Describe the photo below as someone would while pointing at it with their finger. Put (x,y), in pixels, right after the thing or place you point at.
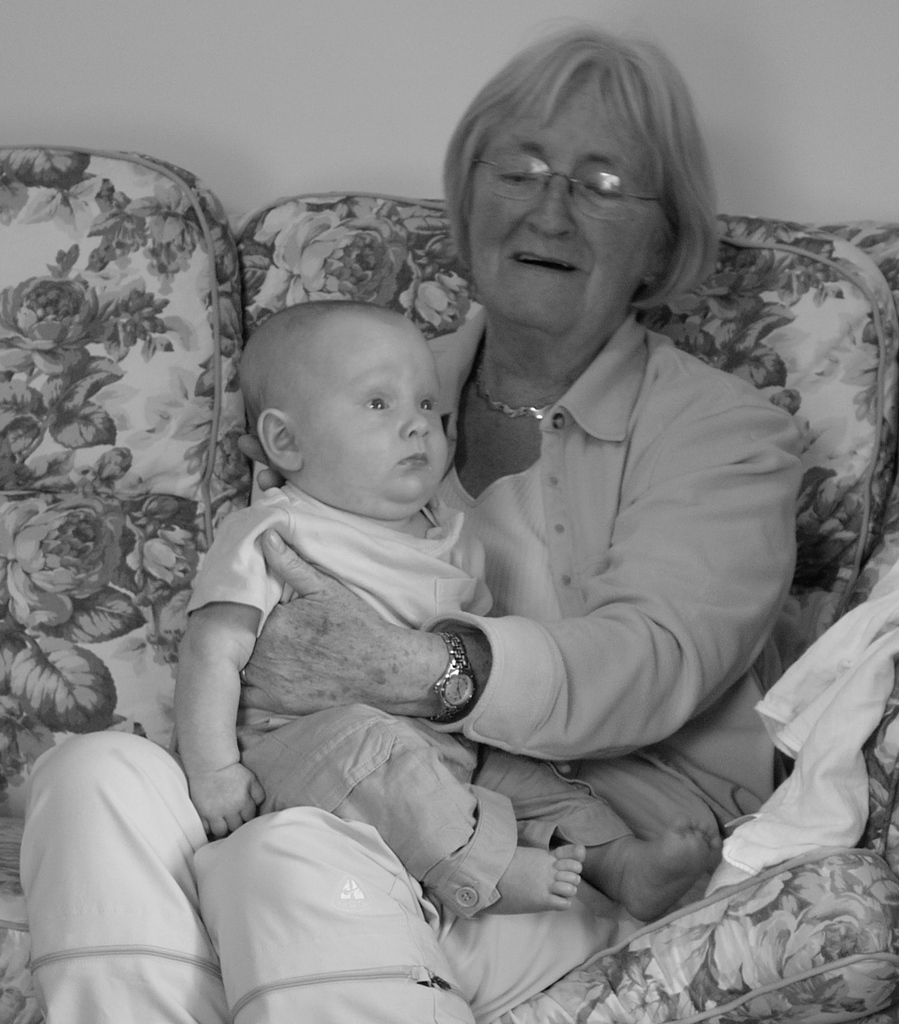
This is a black and white image. In this image we can see a lady (614,294) wearing specs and watch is holding a baby (438,778). And the lady (615,390) is sitting on a sofa (23,361). In the back (780,190) there is a wall (148,117).
